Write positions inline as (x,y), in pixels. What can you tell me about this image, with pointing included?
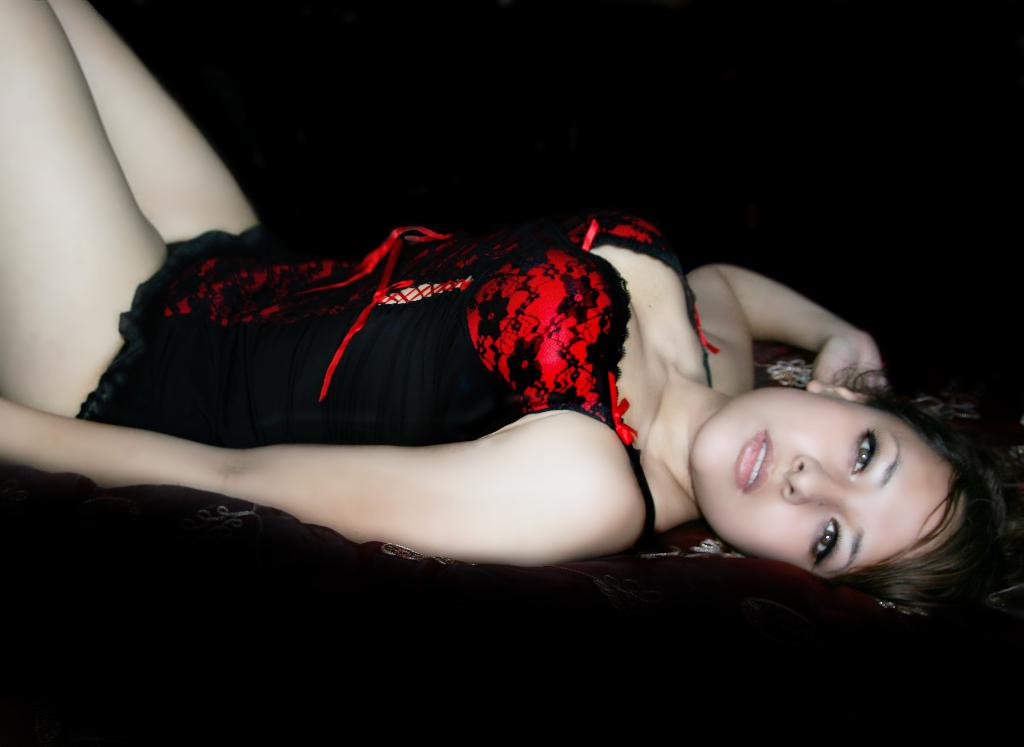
Here in this picture we can see a woman (608,327) laying on a bed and she is wearing a black and red colored dress (468,380) on her.
